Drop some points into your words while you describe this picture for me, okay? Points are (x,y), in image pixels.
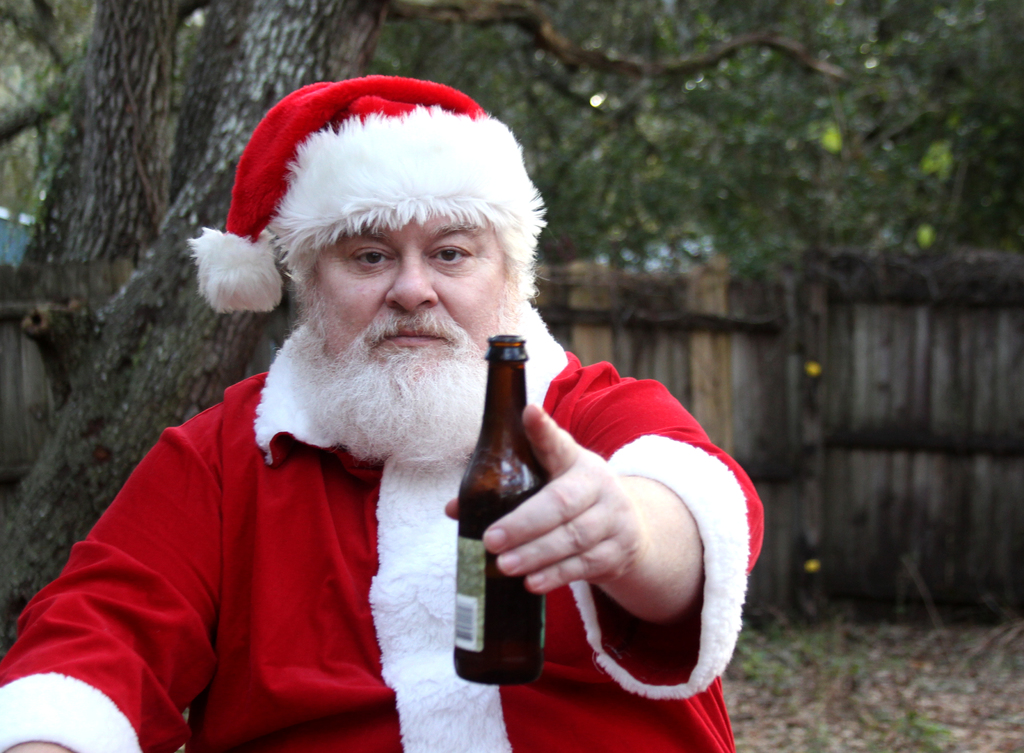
This is a picture of a man (340,577) in a fancy dress (360,698) holding a bottle (498,570), background of the man (563,351) is a tree (683,169).
